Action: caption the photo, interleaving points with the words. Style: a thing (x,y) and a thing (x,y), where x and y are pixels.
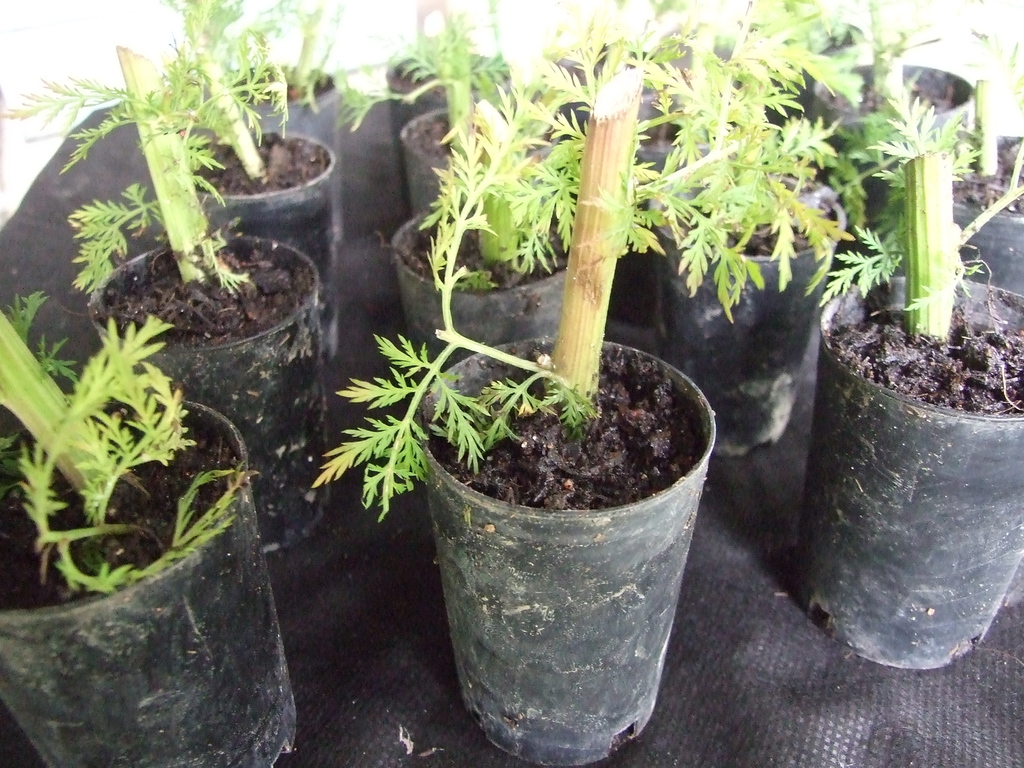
In this image we can see so many potted plants (391,447).
